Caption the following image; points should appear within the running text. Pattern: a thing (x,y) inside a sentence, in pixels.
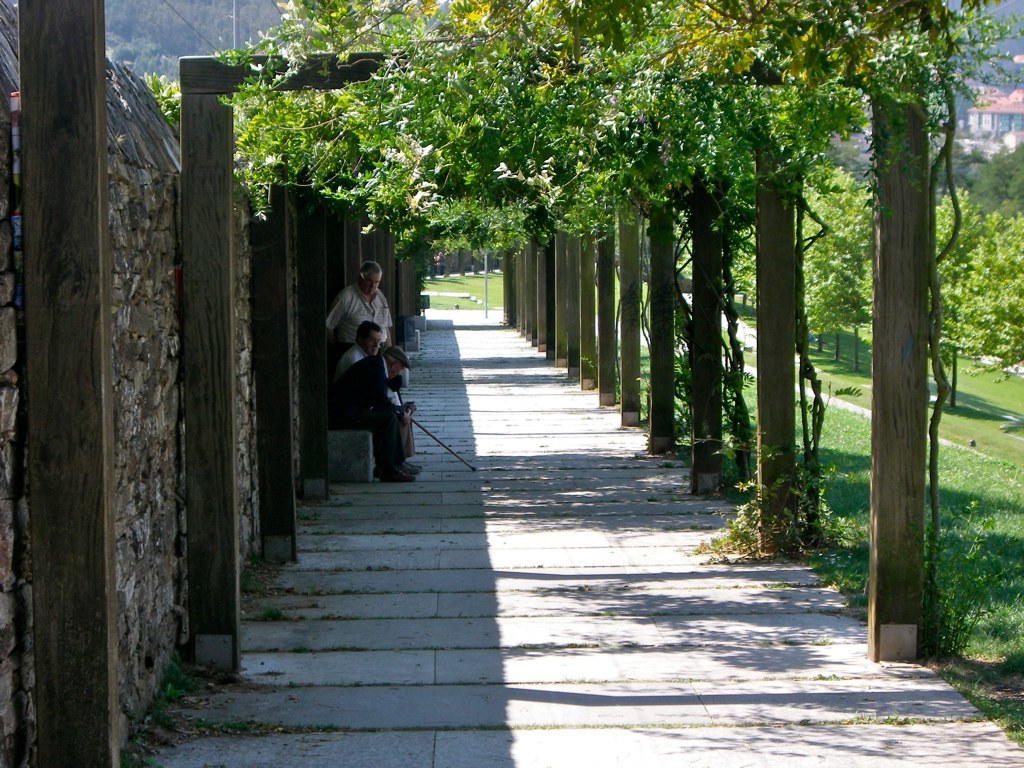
In this image I can see three people (343,408) with different color dresses (349,386). I can see one person (351,406) with the cap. In-front of these people (401,370) I can see the poles (560,299) and plants (816,273). To the left (144,204) I can see the wall (124,312). In the background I can see the houses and the mountains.
